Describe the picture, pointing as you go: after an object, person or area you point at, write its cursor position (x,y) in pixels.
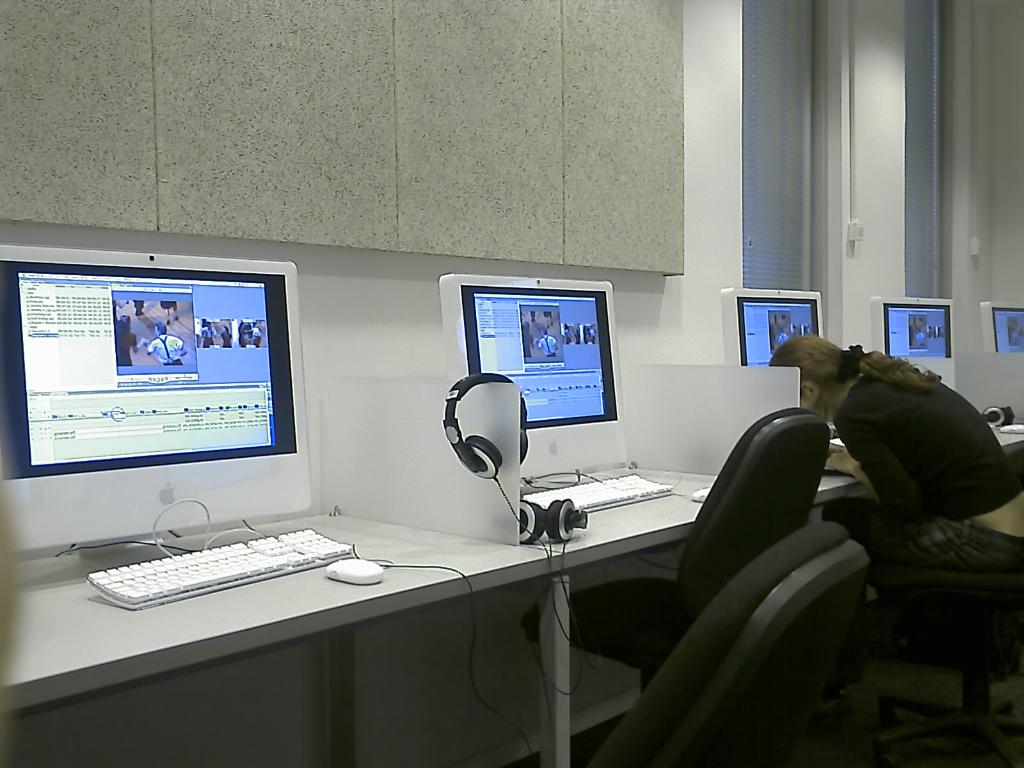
In this image I see five screens (13,346) and keyboards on the table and I see a woman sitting over here and there are 2 chairs (795,442). In the background (615,240) I see the wall (332,263).
